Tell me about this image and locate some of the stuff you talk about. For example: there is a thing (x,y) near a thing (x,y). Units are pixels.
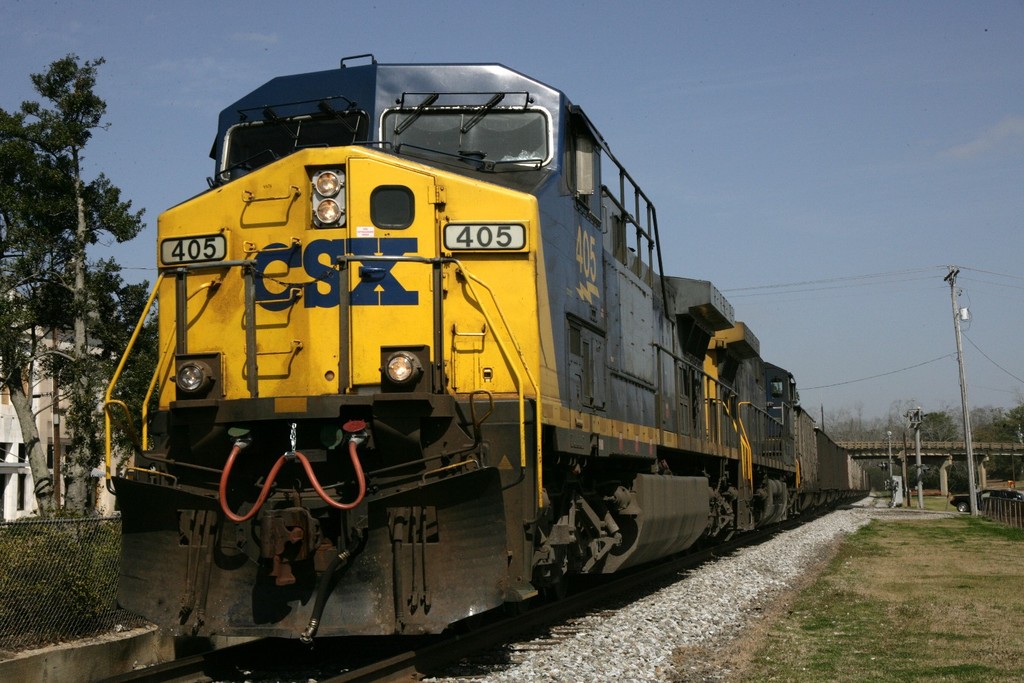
In this image we can see a train (412,404) on the track (640,584). We can also see some stones (664,604), grass (912,626), some poles (977,504), wires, the bridge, a group of trees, the metal fence (76,636) and the sky (790,228) which looks cloudy.
